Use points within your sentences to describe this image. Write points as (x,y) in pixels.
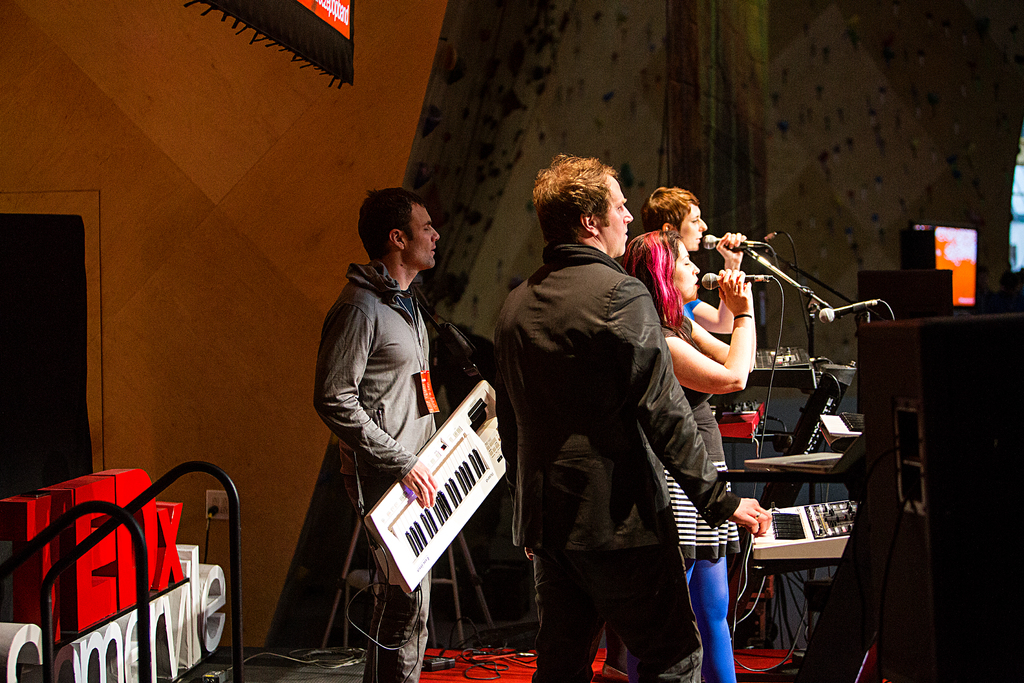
A band (702,465) of people (747,380) playing music on a stage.
